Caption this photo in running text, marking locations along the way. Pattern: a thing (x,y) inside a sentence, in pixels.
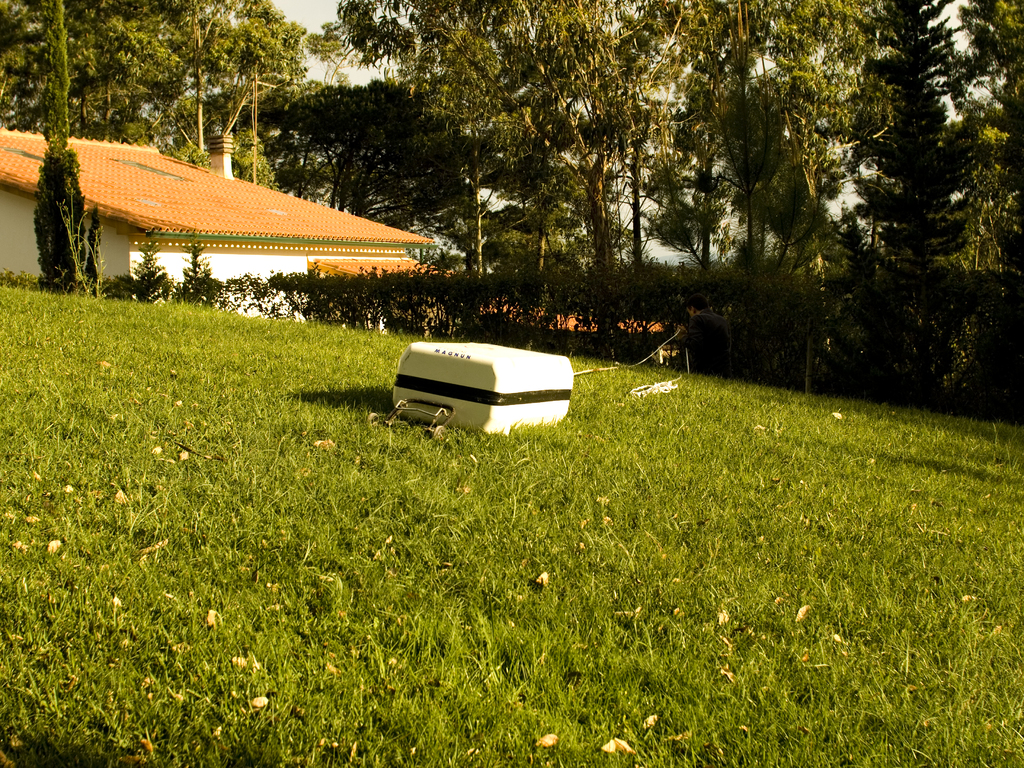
In the picture we can see a grass surface (573,588) on it, we can see a white in color box (447,381) and behind it, we can see some plants (315,291), house (221,138), poles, trees (823,166) and some part of the sky (851,209).
